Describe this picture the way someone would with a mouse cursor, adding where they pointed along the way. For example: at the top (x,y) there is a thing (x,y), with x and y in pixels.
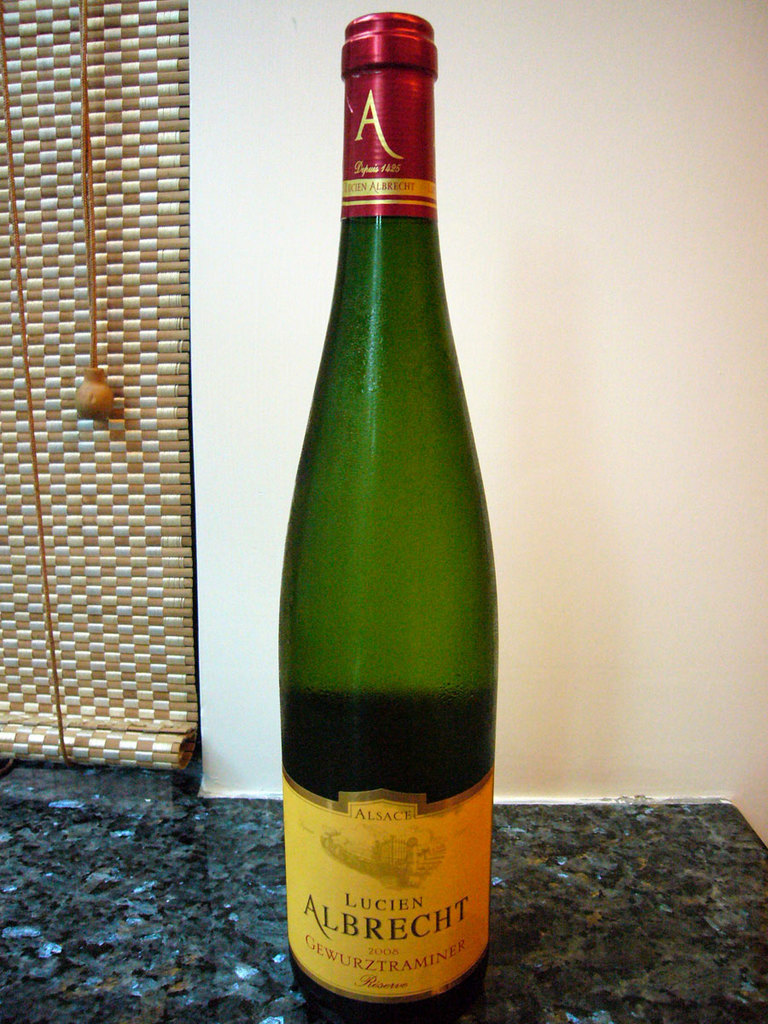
In the center of the image (447,626) there is a beverage (387,920) placed on the counter table (190,906). In the background (113,586) there is a curtain (82,441) and a wall (612,379).
